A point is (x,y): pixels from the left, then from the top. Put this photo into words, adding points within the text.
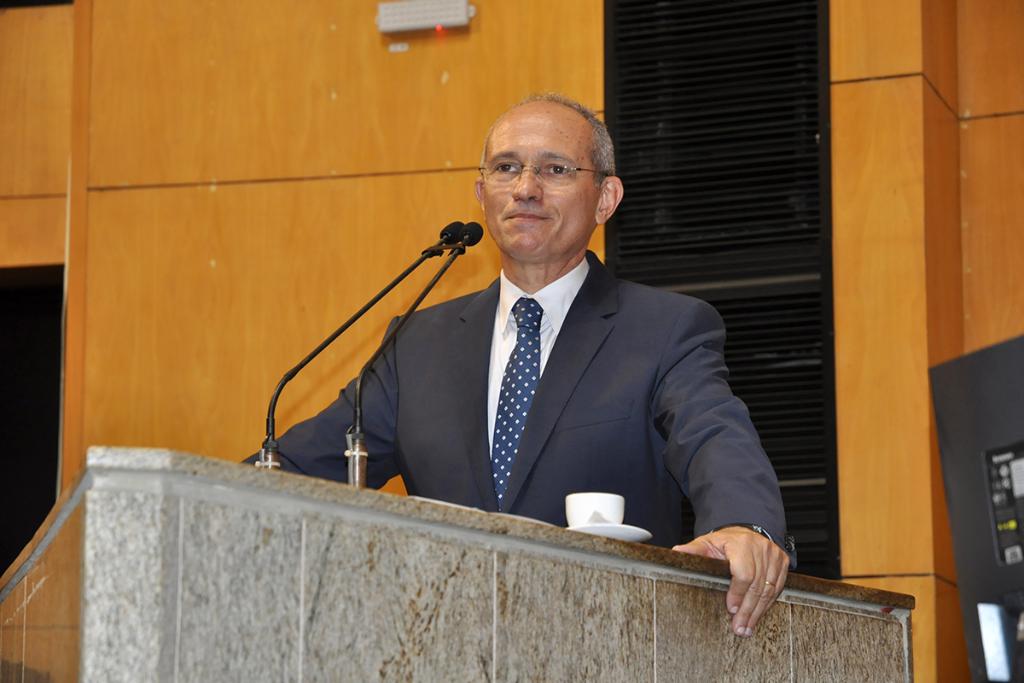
In this picture a person (543,453) is standing in front of microphone (458,233). He wear a suit (439,406) and he has spectacles (586,172). And there is a cup (599,501) on the table (583,584). And on the background (323,219) there is a yellow colored wall (343,142).
